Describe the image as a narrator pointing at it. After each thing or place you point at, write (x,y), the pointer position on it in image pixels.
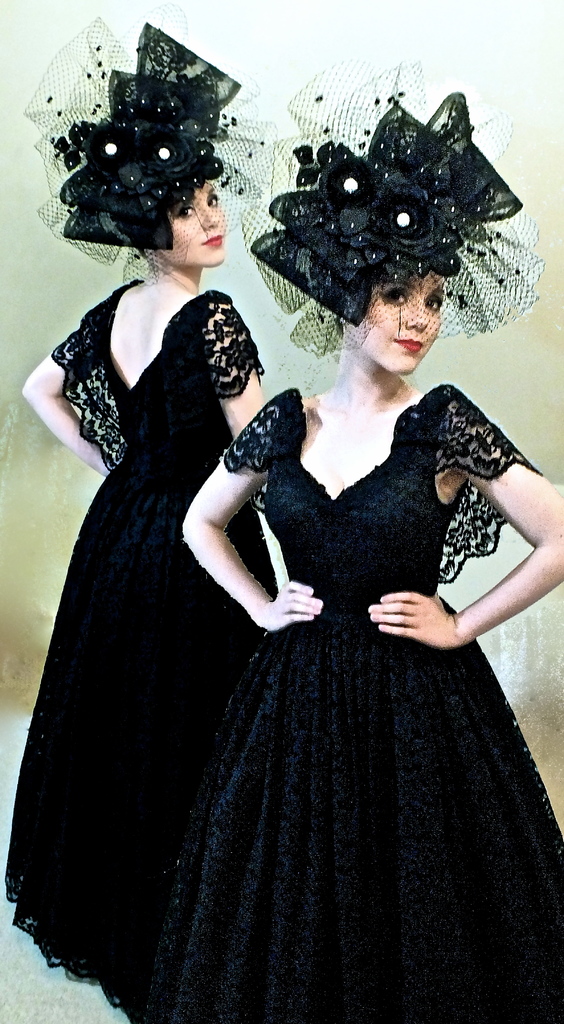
In this image there are two women (253,481) who are standing and they are wearing black dress (148,468) and hats (121,185), and in the background (55,309) there might be a glass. At the bottom (26,973) there is floor (54,992).
